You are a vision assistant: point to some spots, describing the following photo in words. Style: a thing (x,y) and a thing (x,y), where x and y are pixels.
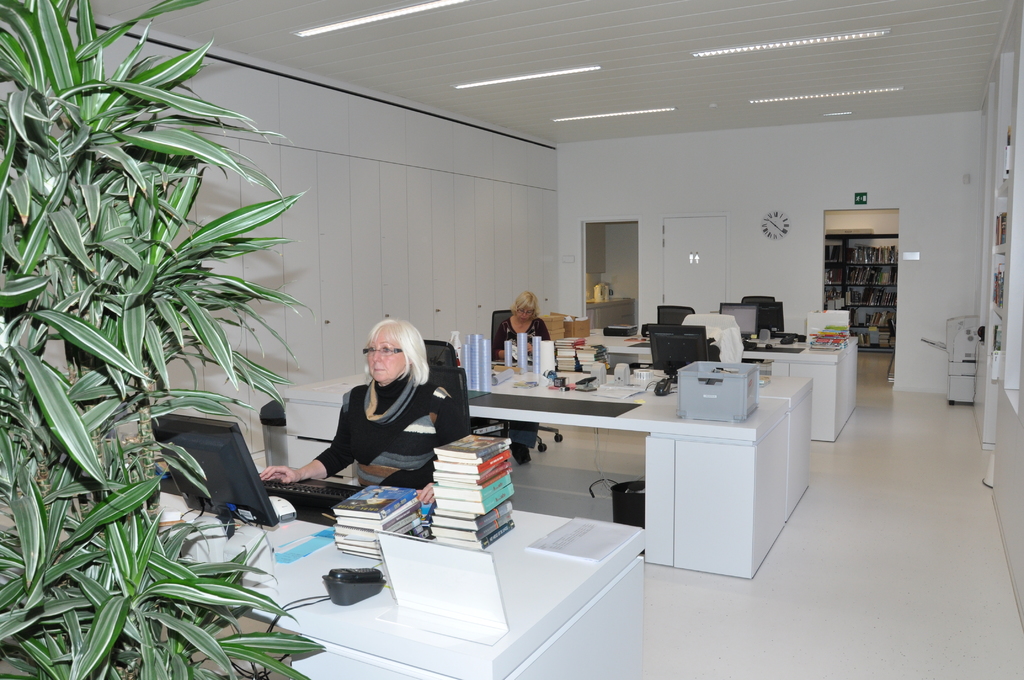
This picture is clicked inside an office (899,449). Woman (406,454) in black t-shirt (391,432) is sitting on chair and in front of her, we see a white table (375,616) on which many books (356,519), mobile phone (338,592), monitor (253,508) and keyboard (345,485) are placed on it and behind her, we see two more tables (653,402) and under the table (638,409), we see a black dustbin (636,494) and on background (764,193), we see white wall (717,190). Beside that, we see a room (842,291) in which a shelves (848,271) are placed in it and on the right of the picture (1018,120), we see a white cupboard (1011,265) and on the left corner of the picture (61,392), we see a tree (77,415).
